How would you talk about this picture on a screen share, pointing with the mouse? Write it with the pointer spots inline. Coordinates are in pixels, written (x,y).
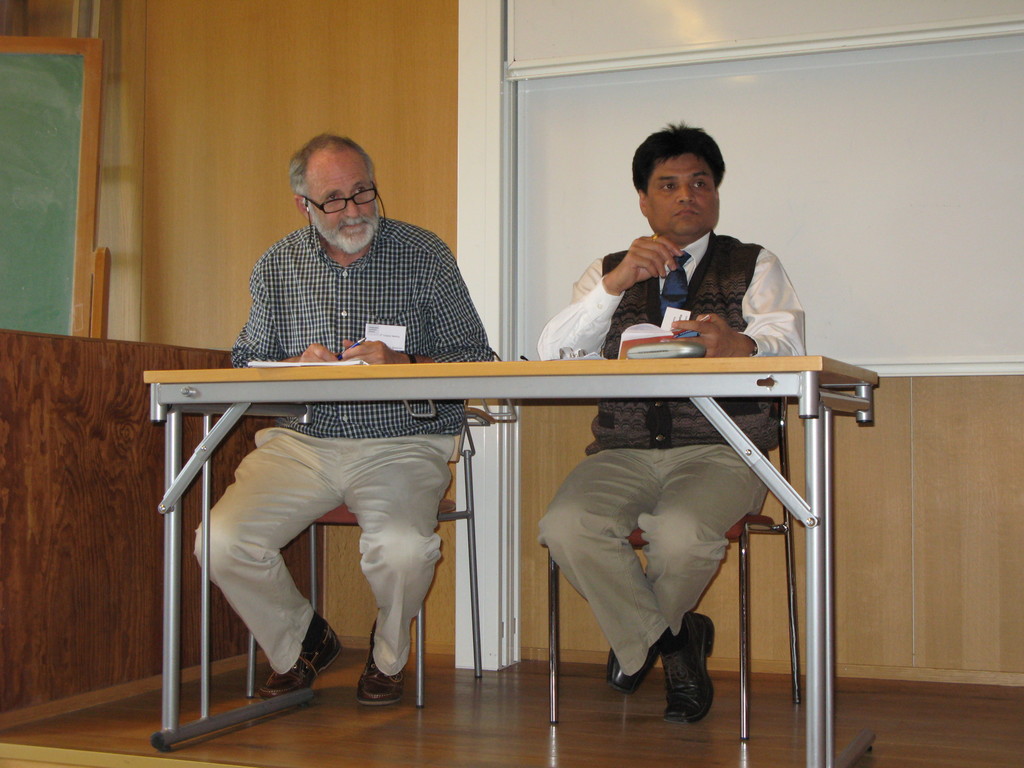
In the image there are two men (596,451) sat on chair (750,530) in front of table (351,375) in a room (199,207).
